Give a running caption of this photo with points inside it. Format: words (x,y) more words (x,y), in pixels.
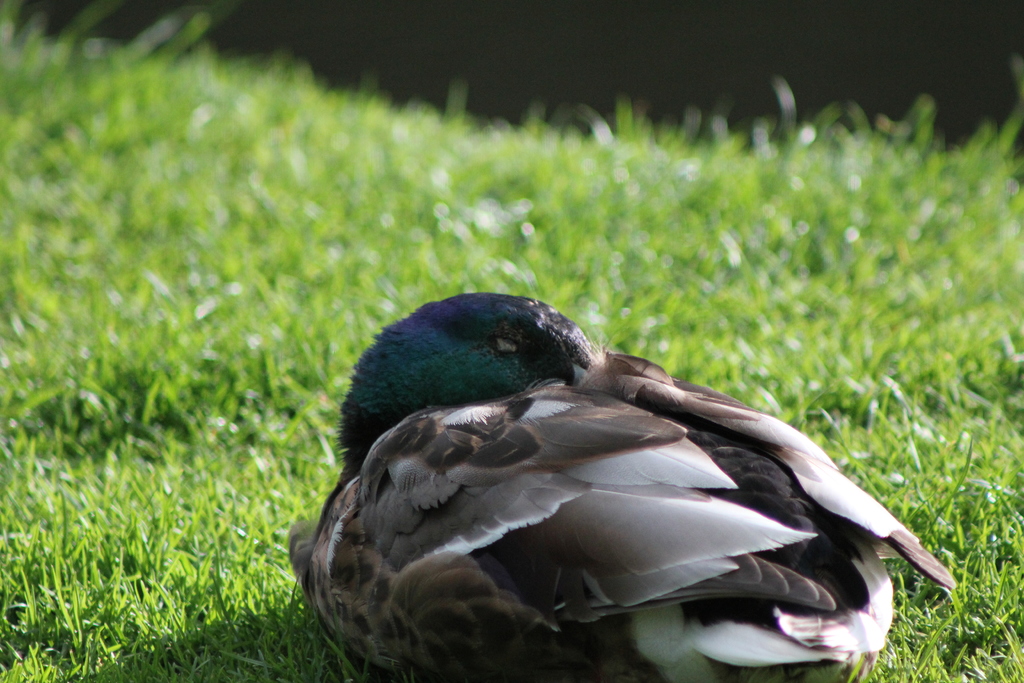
In this image, there is a bird (538,413) on the grass (240,563). In the background (181,307), image is blurred.
